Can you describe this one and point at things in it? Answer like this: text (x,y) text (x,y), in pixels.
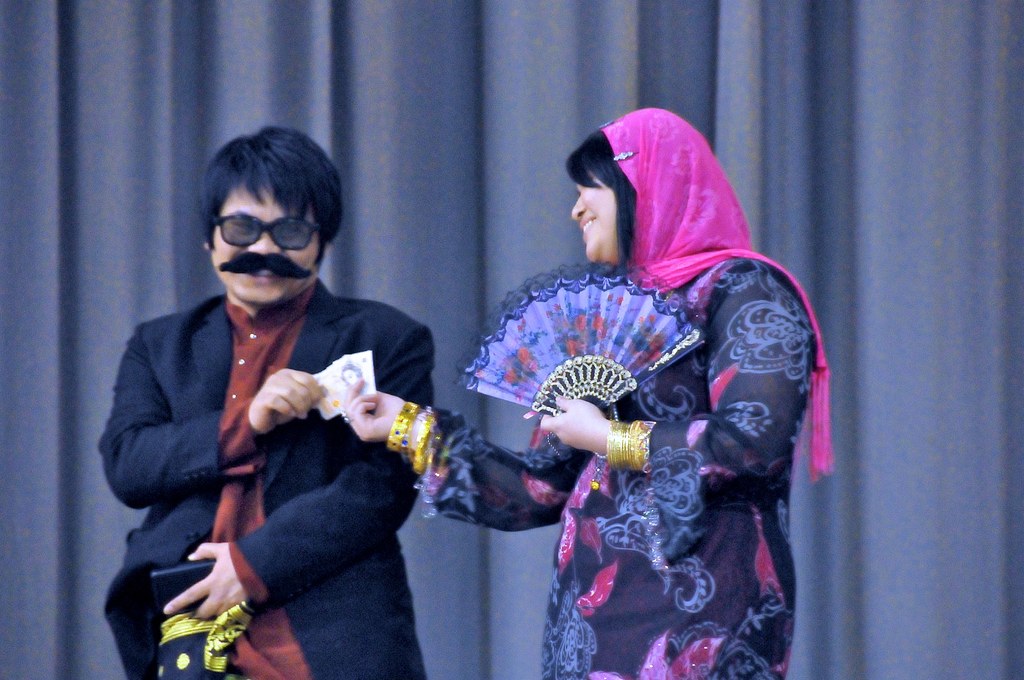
In this image we can see two people (664,370) standing. One man (289,476) is holding banknotes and an object (160,612) in his hands (191,601). One woman (588,588) is holding a hand fan (597,327) in her hand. At the top of the image (523,78) we can see curtain (355,34).
